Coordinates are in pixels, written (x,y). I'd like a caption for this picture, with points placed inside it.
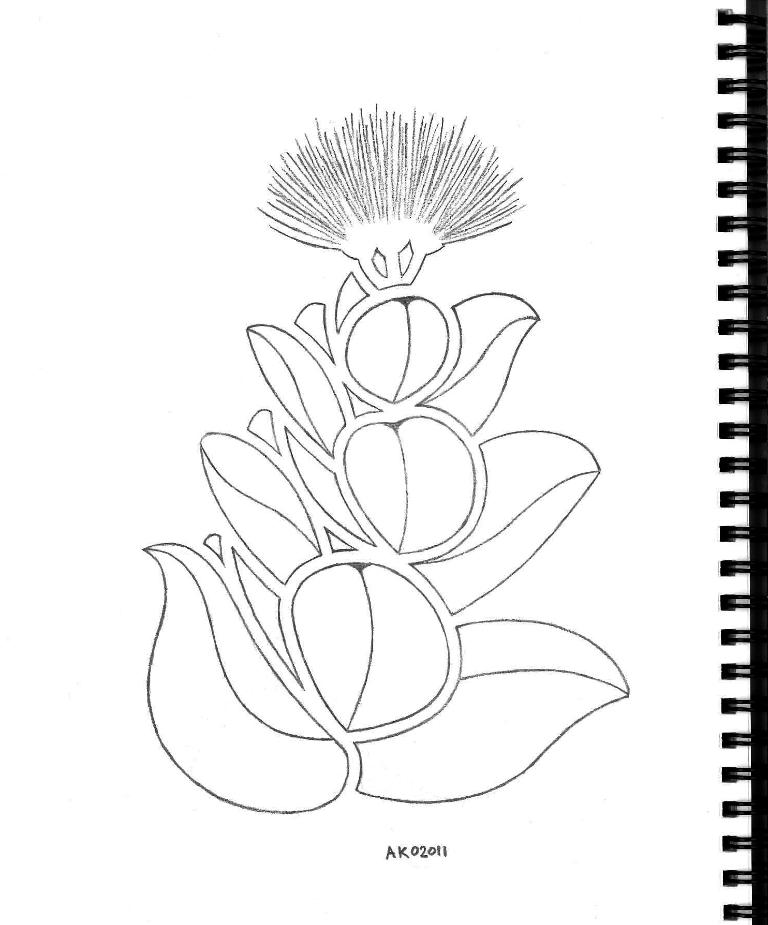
This looks like a pencil art (371,584) on the paper (502,463). I can see the letters (434,849). This is the spiral binding (736,770) with plastic coils (756,47).
